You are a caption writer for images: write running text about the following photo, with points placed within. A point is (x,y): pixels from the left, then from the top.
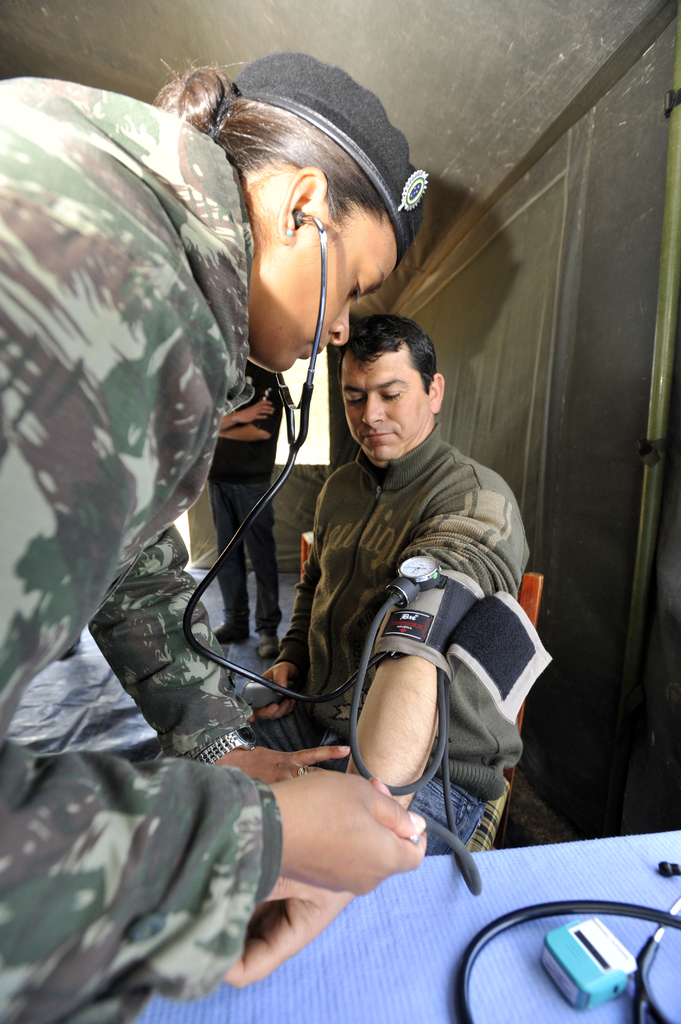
In this picture we can see a person (397,735) is sitting on a chair (505,798) and on the left side of the man (423,735) there are two people (144,707) standing and holding an object (401,604). Behind the people (312,607) there is a wall (513,303) and in front of the people (300,871) there is a table (360,990) and on the table (331,948) there are some objects (551,958).
